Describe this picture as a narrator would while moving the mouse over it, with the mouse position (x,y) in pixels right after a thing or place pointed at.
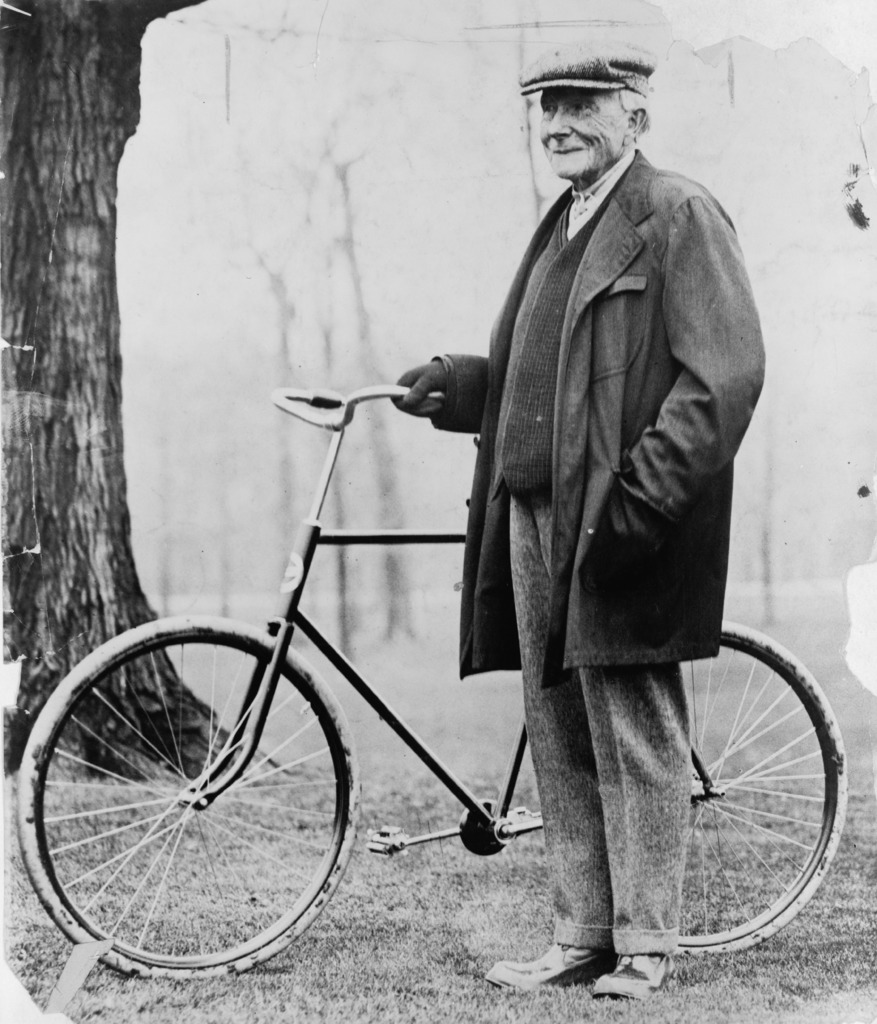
In this picture we can see a old man (553,725) holding a bicycle (225,624), he is wearing a hat (574,80) and blazer (624,243). In the background (106,333) we can find some trees (77,53).
